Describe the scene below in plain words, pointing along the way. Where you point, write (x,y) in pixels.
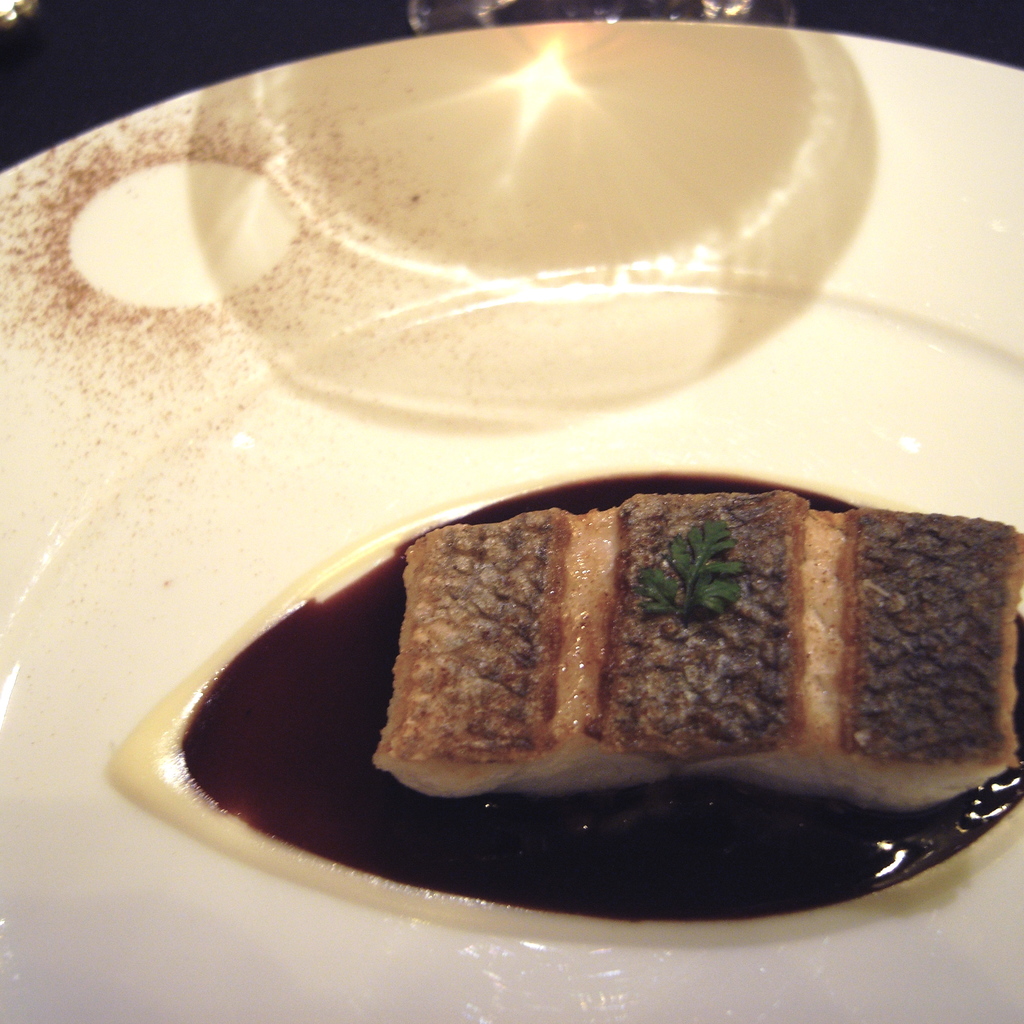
In this image, I can see a plate (391,514), which contains a food item (790,712) on it. This plate (651,341) is white in color. I can see the shadow (318,126) of an object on the plate (714,263).
